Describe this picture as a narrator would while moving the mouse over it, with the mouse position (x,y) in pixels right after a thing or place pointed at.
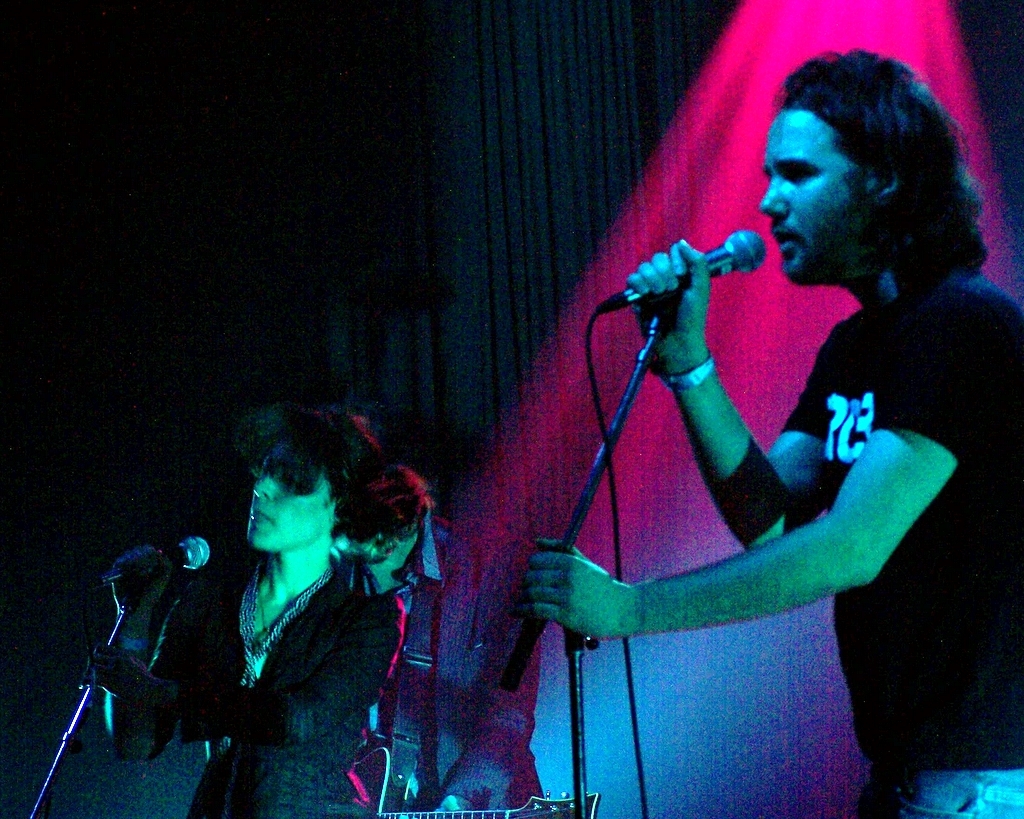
In this image i can see a man (903,261) standing and holding a micro phone (741,265) and singing he is wearing black t-shirt (956,709) and a jeans (949,790), at left (326,629) a women (361,636) standing and singing in front of a micro phone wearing black dress (227,622) at the back ground (433,312) i can see a light (741,28), and a black curtain (547,94).
